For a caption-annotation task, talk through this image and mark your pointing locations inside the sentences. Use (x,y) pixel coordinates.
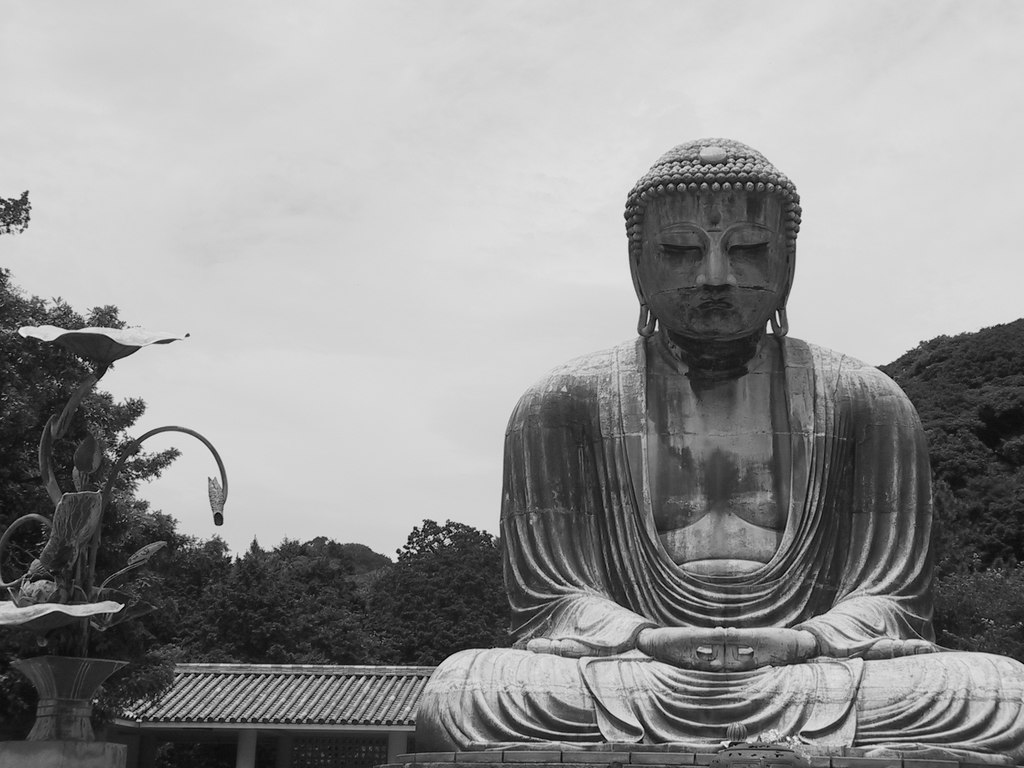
In the foreground of this picture (744,570), there is a statue of a person (728,520) on the right side of the image (705,438). On the left (56,692) there is a statue of a plant (75,483). In the background (262,515), there is a shed (324,675), trees (308,556) and the sky (215,258).
